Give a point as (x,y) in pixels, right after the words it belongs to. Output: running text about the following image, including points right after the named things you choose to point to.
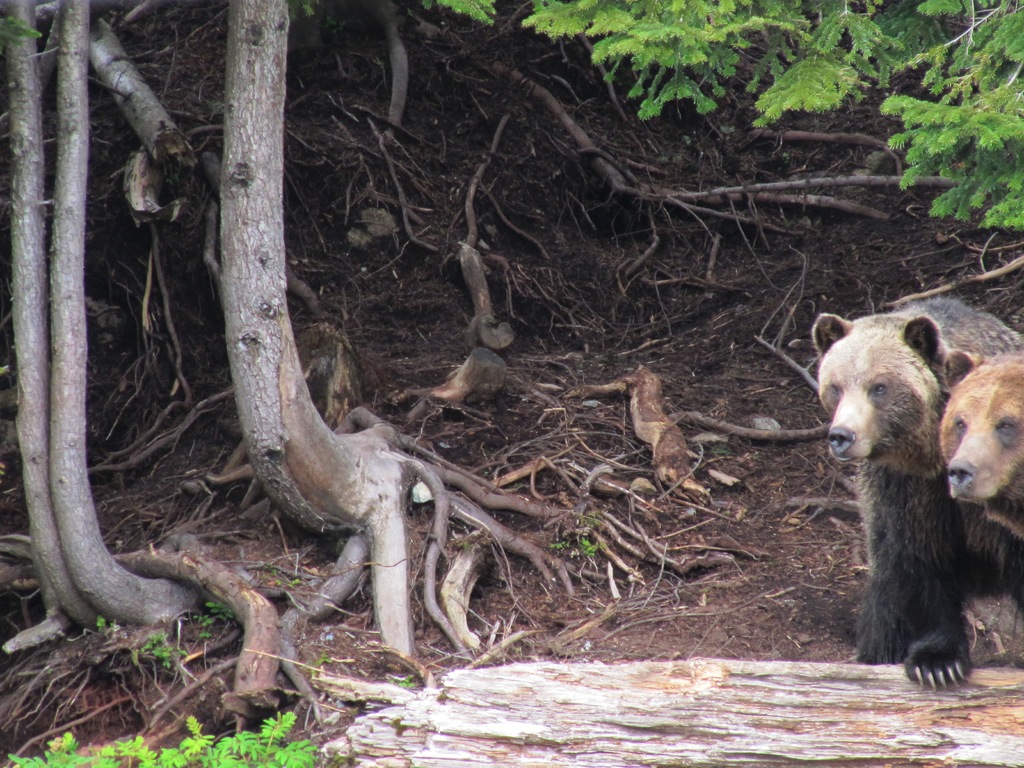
On the right side of the image (889,450) we can see bears (905,440) are present. In the background of the image (595,292) ground (604,288) is there. On the left side of the image (263,193) trees (269,212) are present. At the bottom of the image (680,712) log (650,703) is there.
